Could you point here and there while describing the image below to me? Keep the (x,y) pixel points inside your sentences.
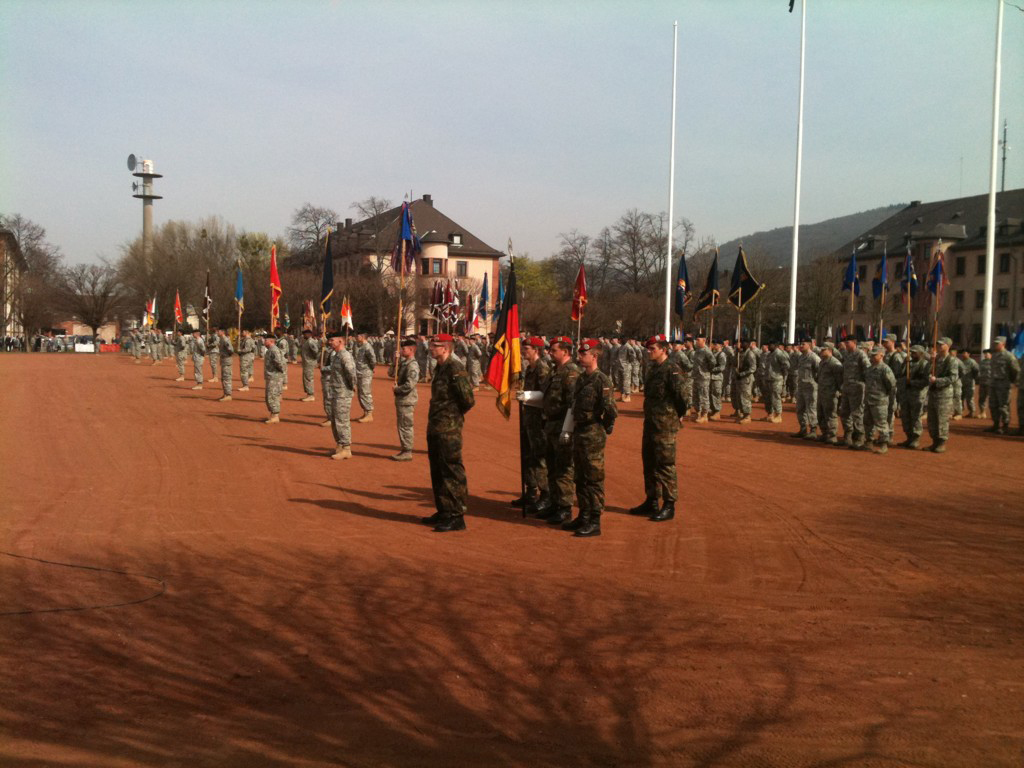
In this picture, we see the man (660,360) in the uniform (302,372) are standing. Some of them are holding the flag poles (402,278) in their hands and these flags (327,284) are in black, yellow, red and blue color. At the bottom (389,627), we see the sand (397,679). In the middle of the picture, we see the poles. There are trees (523,273), buildings (1007,309) and an electric pole (146,197) in the background (263,258). At the top (382,111), we see the sky (354,108).
